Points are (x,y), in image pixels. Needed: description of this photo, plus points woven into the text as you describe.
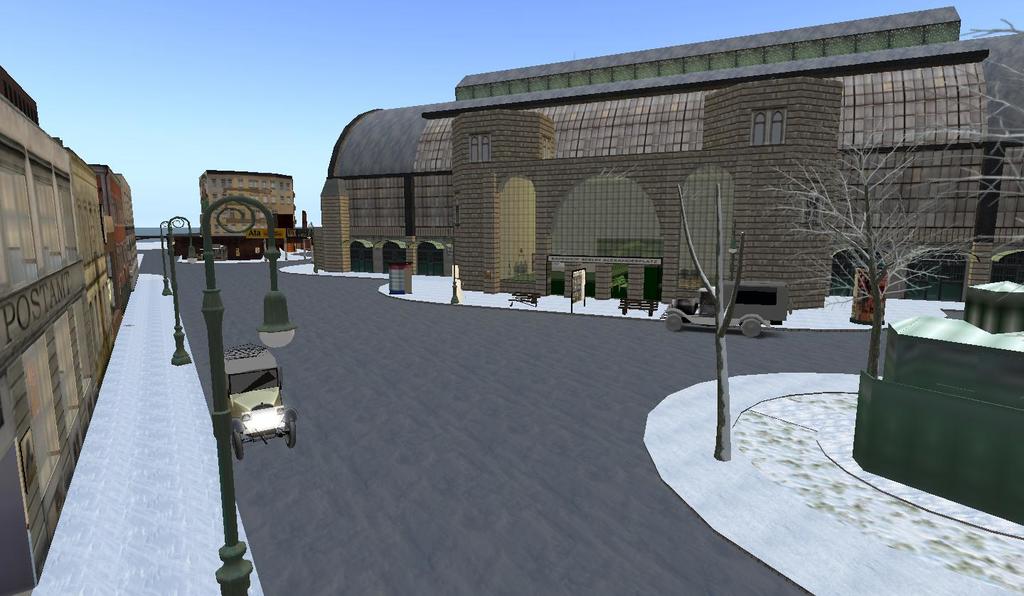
This is an animated picture. In this image we can see a building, a road (445,477) and street poles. On the backside (283,155) we can see the sky (210,126).
